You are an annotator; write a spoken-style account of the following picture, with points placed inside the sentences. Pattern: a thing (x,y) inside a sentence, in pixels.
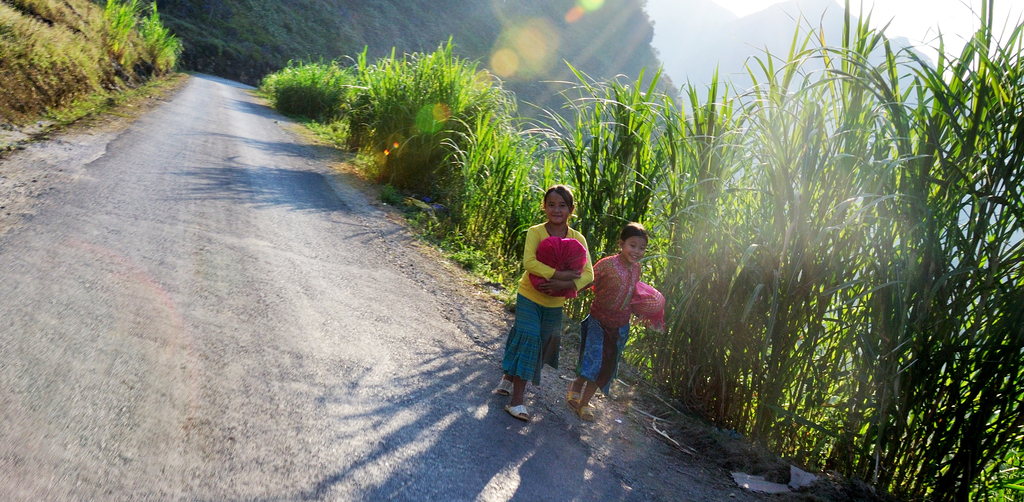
This is an outside view. Here I can see two children (547,296) holding some clothes (643,309) in their hands (575,286) and walking beside the road (531,391). They are smiling and looking at the picture. On both sides of the road (189,82), I can see many plants (368,139). In the background (496,38) there are hills (523,32).
